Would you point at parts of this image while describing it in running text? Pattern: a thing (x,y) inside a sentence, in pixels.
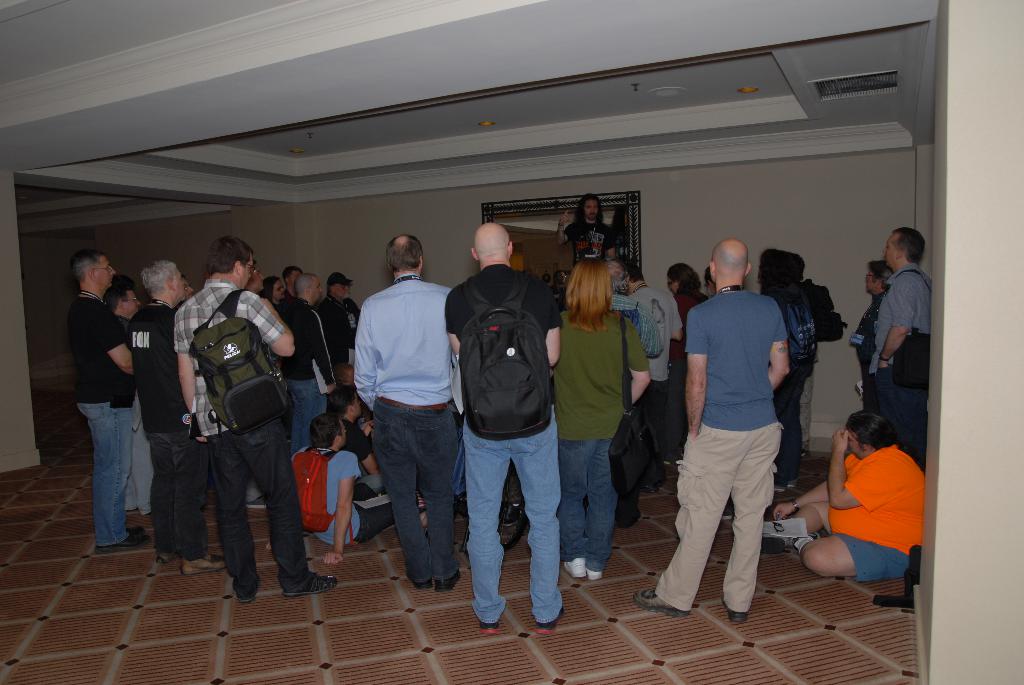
In this image few persons (454,535) are standing the floor (783,587). Few persons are sitting on the floor (642,578). Left side (232,420) a person (209,407) is carrying a bag (211,368). Middle of the image (504,290) there is a person (491,504) standing on the floor (476,626). He is carrying a bag (471,404). Background (464,249) there is a wall (356,300) having a picture frame (493,220) attached to it.
